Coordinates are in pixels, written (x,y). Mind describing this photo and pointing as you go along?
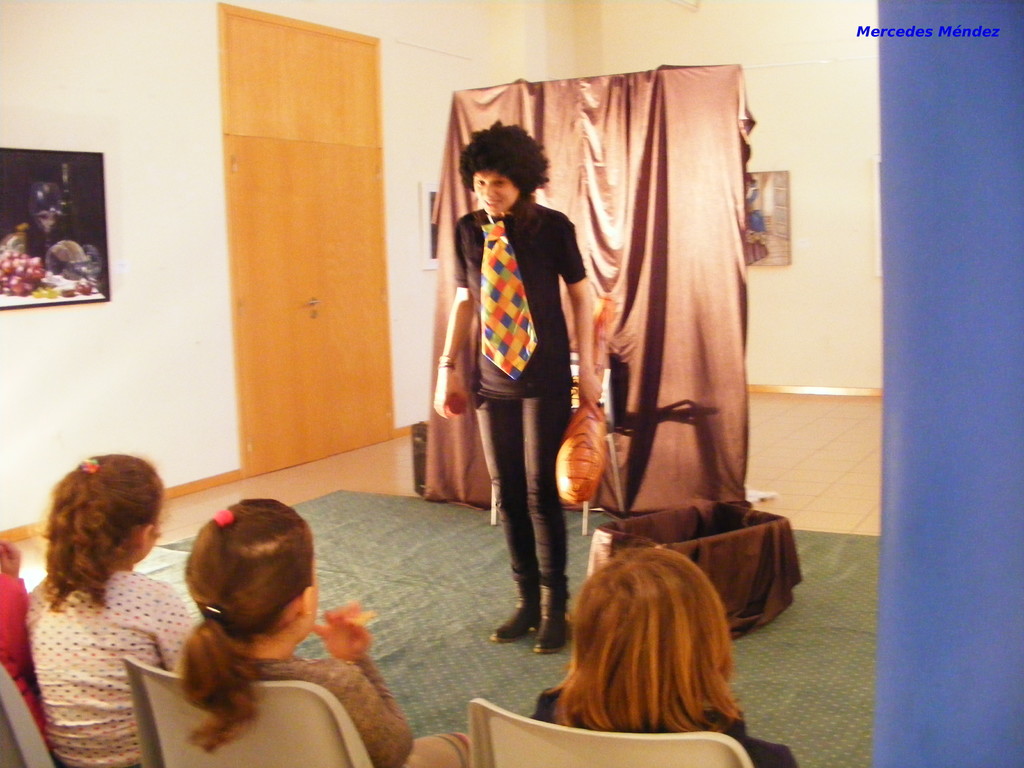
In this picture there is a woman (512,477) who is wearing black dress (522,478), tie (483,258), shoes (544,591) and holding an object (580,501). Beside her I can see the basket (699,528). Behind her I can see the cloth (657,210) which is hanging on this pipe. On the left (94,172) I can see the photo frame (65,265) which is placed on the wall (102,319). Beside that there is a door (293,227). At the bottom (637,665) I can see some girls (80,555) who are sitting on the chair (132,671). In the top right corner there is a watermark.
